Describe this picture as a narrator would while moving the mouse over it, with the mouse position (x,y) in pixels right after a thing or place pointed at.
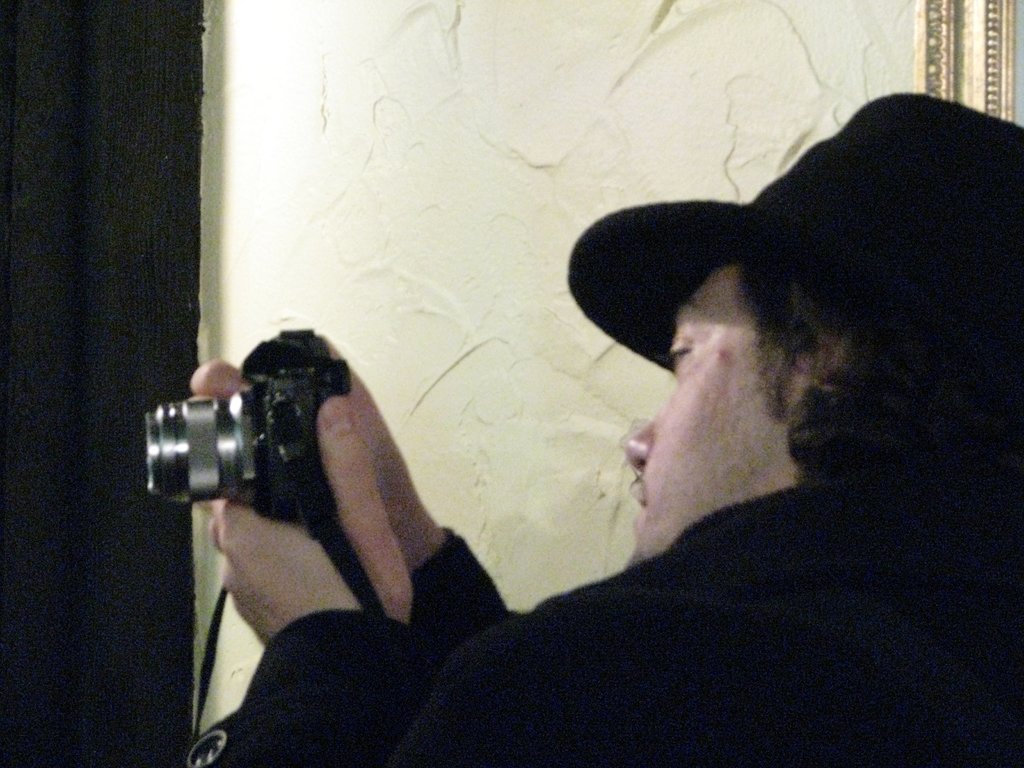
In this picture we can see a man (714,676) wearing a black colour jacket (652,705) and a hat (807,191), holding a camera (248,426) in his hands (266,522) and recording. At the left side of the picture (129,286) we can see a black colour curtain (125,225). This is a wall (594,109).
